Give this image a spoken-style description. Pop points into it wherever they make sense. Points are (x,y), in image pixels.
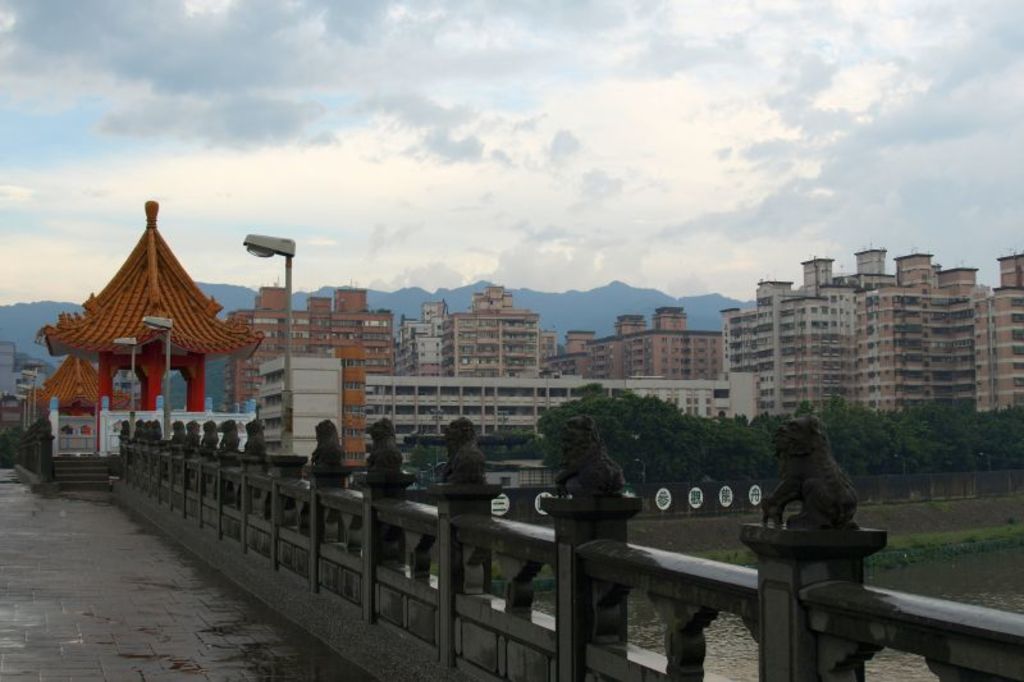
In this picture I can see many buildings (950,365) and trees (582,401). At the bottom (635,563) I can see the fencing (562,545) on the bridge (372,680). On the right (709,662) I can see the water flow (986,576). On the left (151,279) I can see the streetlights (151,320) and hut (95,356). In the background (174,389) I can see the mountains (525,294). At the top I can see the sky (525,27) and clouds (450,88).
